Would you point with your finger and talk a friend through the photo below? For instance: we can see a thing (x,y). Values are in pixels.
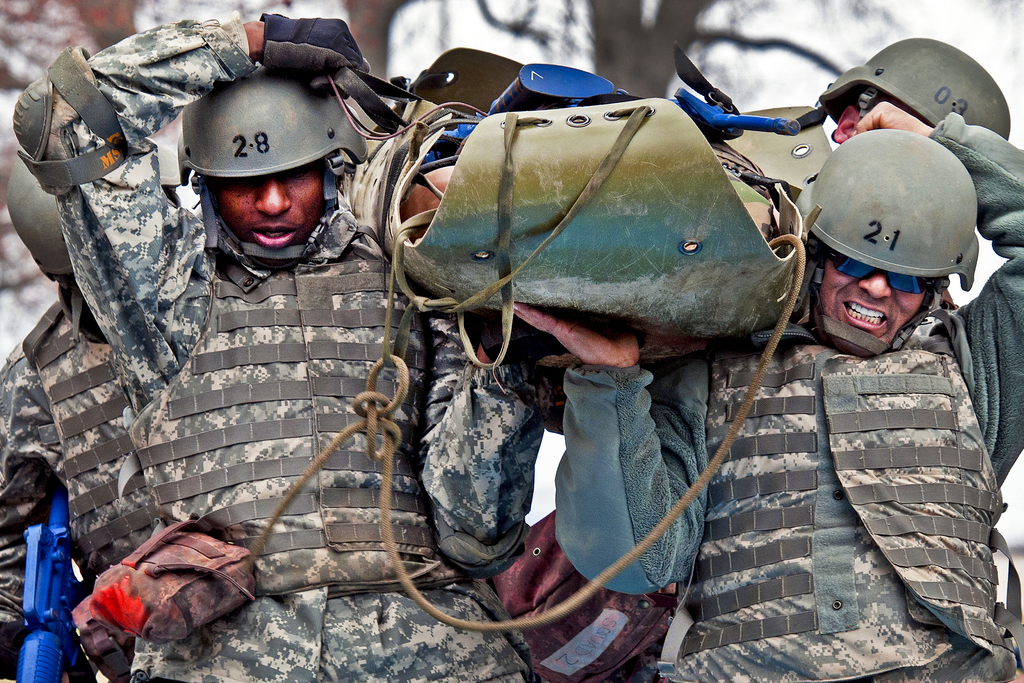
In this image I can see few army men (735,400) are carrying the plastic thing (734,295). They wore army dresses (809,392) and caps (912,169).
